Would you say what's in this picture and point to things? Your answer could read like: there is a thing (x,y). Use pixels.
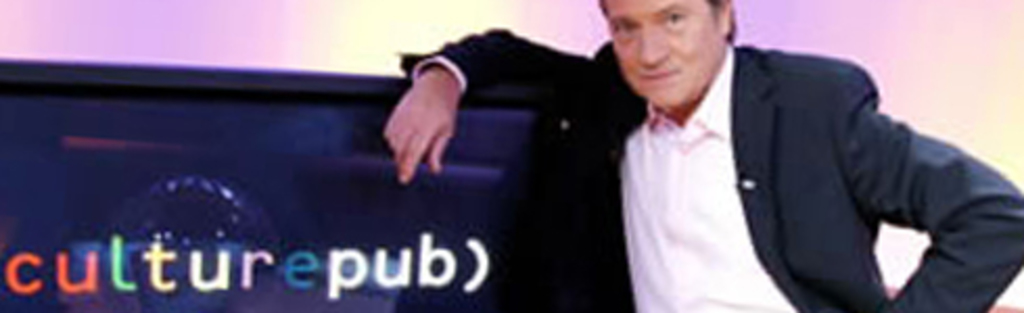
In this image we can see a person (700,177), there are text (249,261) on an object (317,192).
